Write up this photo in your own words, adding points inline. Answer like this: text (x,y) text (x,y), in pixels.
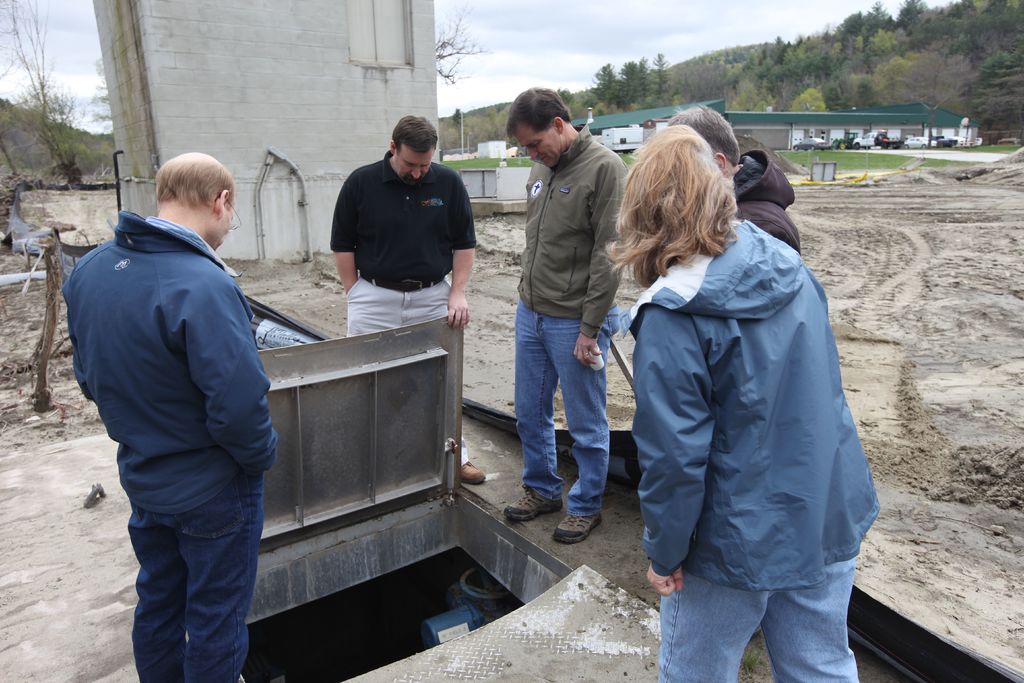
This image is taken outdoors. At the bottom of the image (79,518) there is a ground (67,480) and there is a tank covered with iron sheets (432,452). In the background (43,156) there are a few hills (460,116), trees (786,94) and plants (75,155) and there are a few houses (938,121) and a few vehicles (913,139) are parked on the ground (893,149). At the top of the image (538,42) there is a sky (552,26) with clouds (71,57). In the middle of the image (432,269) there is a building (217,88) and a few people (127,432) are standing on the ground (125,570).
